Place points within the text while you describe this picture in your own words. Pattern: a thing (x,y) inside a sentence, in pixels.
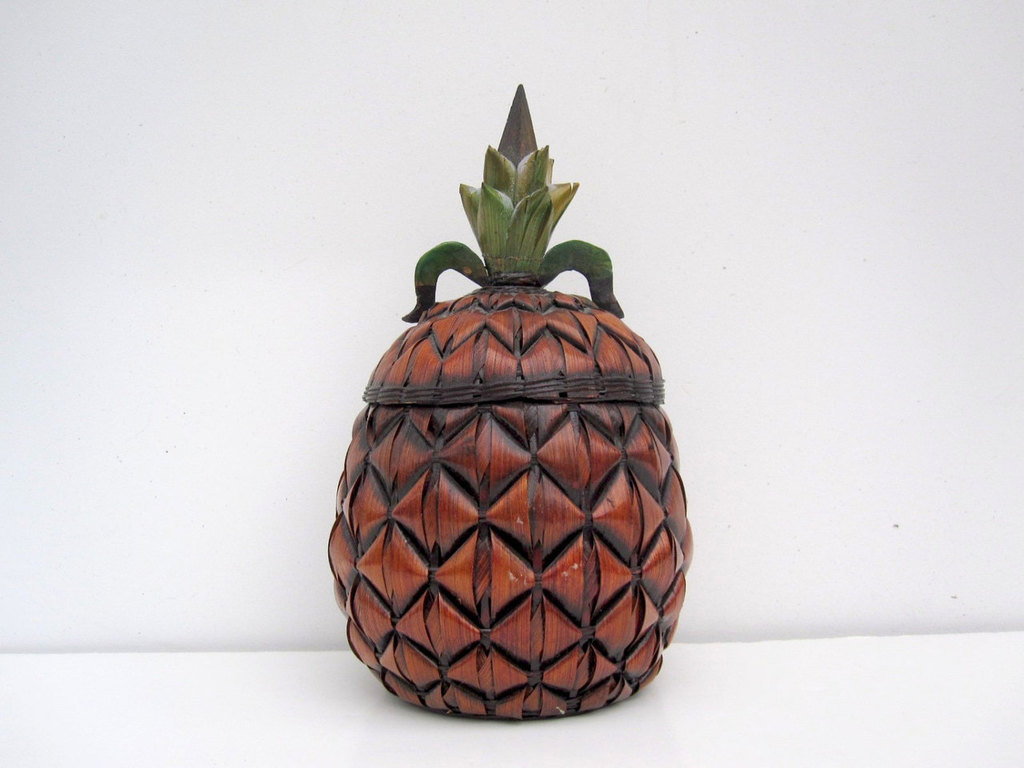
In the center of the image (398,401) we can see a jar (441,467) in the shape of a pineapple (545,433). In the background (274,355) there is a wall (319,115). At the bottom (583,722) there is a table (583,722).
